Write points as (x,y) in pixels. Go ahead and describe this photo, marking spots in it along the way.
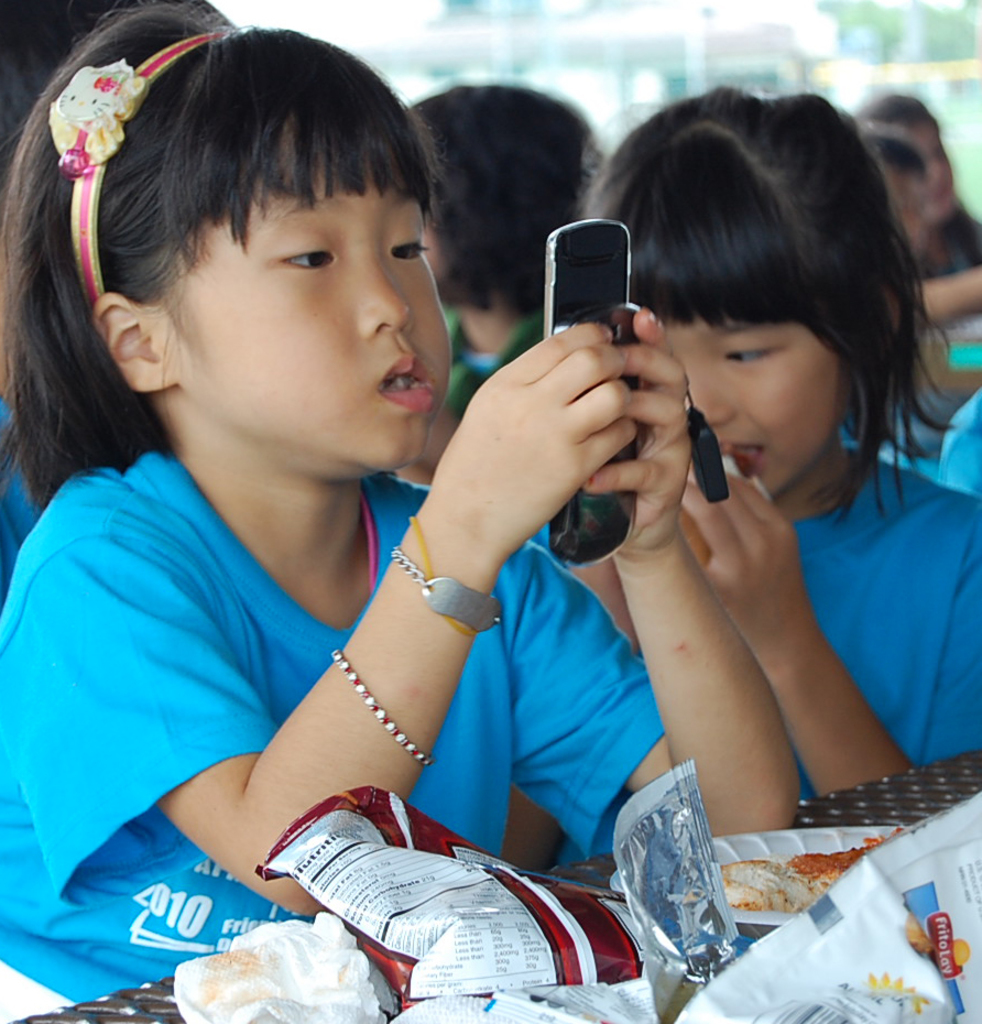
In this image i can see a girl (315,472) sitting and holding a cellphone (629,278) in her hand (601,372). In the background (508,175) i can see few people (851,345) and trees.
